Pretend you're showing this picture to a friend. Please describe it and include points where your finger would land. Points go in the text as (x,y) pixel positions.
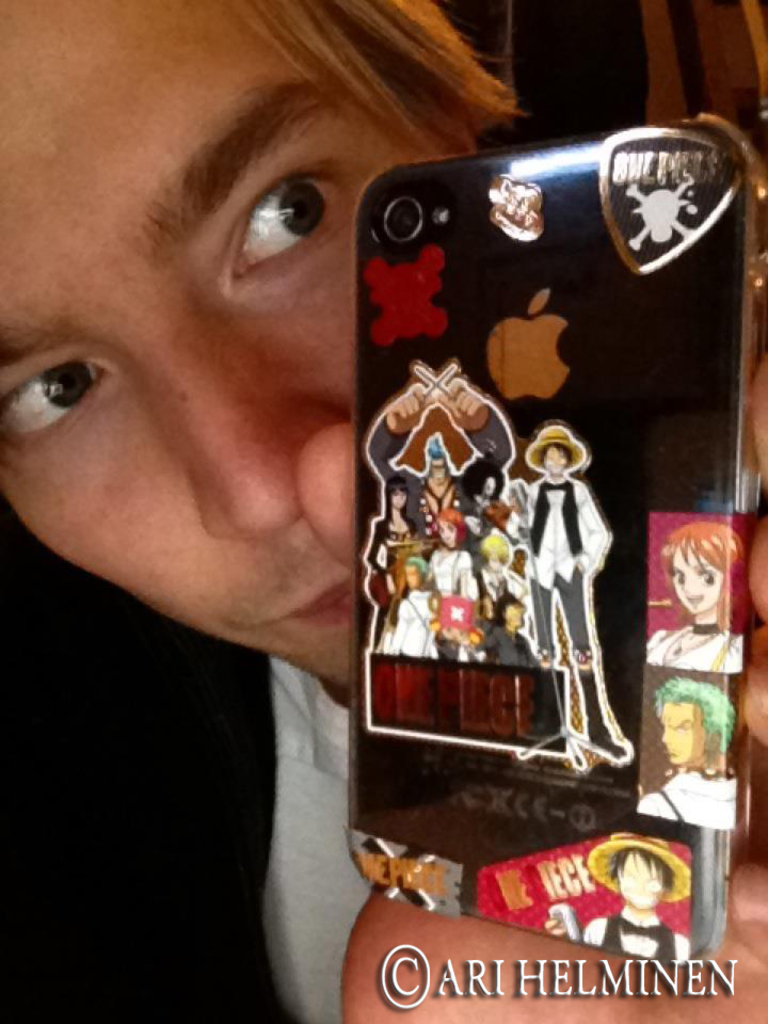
Boy (256,871) in white t-shirt (296,833) and black jacket (235,865) is holding a mobile case (613,562) in his hand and we even see some stickers (495,619) pasted on that case (516,548). He is looking at that mobile case (426,322).
